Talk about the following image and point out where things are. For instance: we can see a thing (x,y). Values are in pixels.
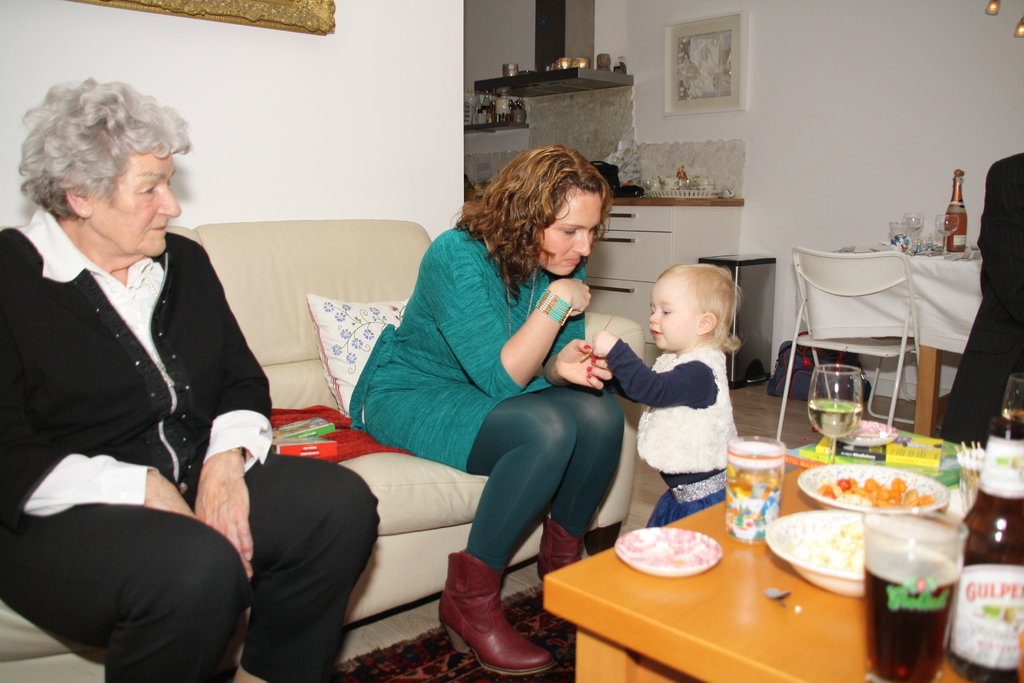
The photo is taken inside a room (569,132). In the left side (76,658) there is a sofa (62,658). On the sofa (385,476) two ladies (332,479) are sitting. In front of them there is a table (794,511). On the table (857,605) there are glasses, bowl (798,538) with food (910,488) and some other stuff (939,472). In the right side (904,294) in the middle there is another table (918,268) and chair (905,268). On the table (971,262) there are glasses (896,237) and bottle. In the middle (680,329) there is a kid (684,366) standing. In the back (639,219) there is drawer (669,224) candle (580,63) and some other thing (532,77). There is a carpet (470,677) on the floor (475,660). The lady (163,393) on the left (24,361) is wearing black dress (98,435). The wall (295,141) is white.
